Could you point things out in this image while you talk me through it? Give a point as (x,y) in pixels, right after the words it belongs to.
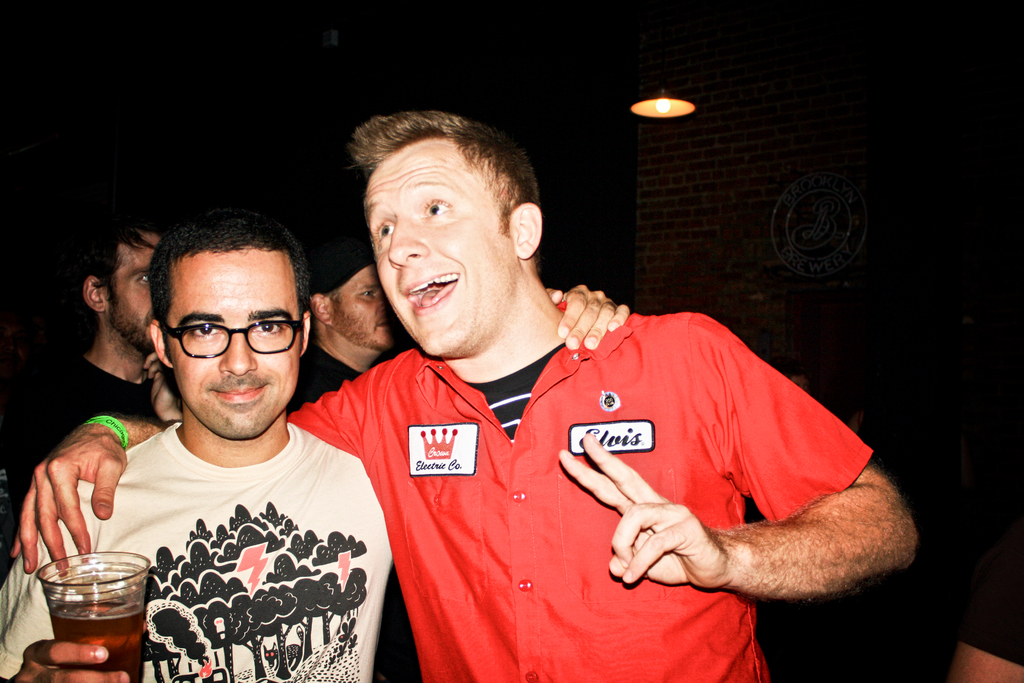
This picture describes about group of people (375,430), on the left side of the image (271,524) we can see a man (343,459), he wore spectacles (254,328) and he is holding a glass (107,557), in the background (671,212) we can see a wall (808,198) and a light (662,116).
